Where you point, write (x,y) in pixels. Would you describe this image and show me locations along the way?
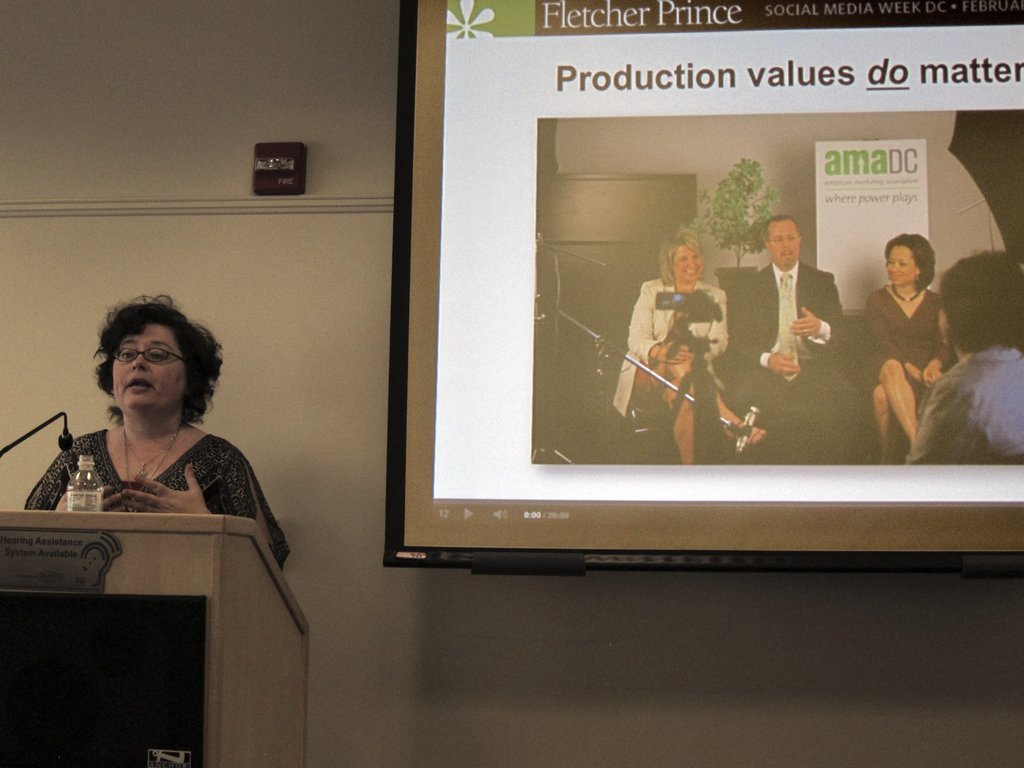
On the left side of the image (119,433) we can see a lady (196,476) standing and talking. There is a podium (173,528) before her and we can see a mic (62,443). In the center (402,443) there is a screen (510,413) and a wall (589,705).
